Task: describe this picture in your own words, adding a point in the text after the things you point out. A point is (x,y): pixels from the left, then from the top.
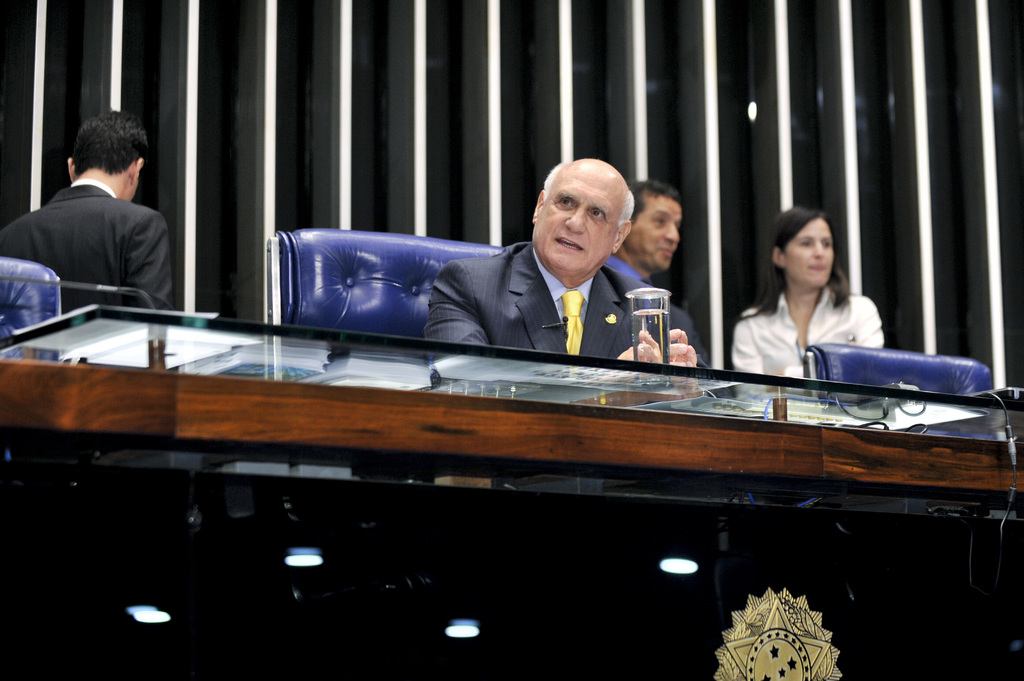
This picture shows three people (827,302) standing and a person (477,271) seated on the chair (396,333) and we see a glass (660,326) of water (639,329) and a microphone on the table (330,328).
